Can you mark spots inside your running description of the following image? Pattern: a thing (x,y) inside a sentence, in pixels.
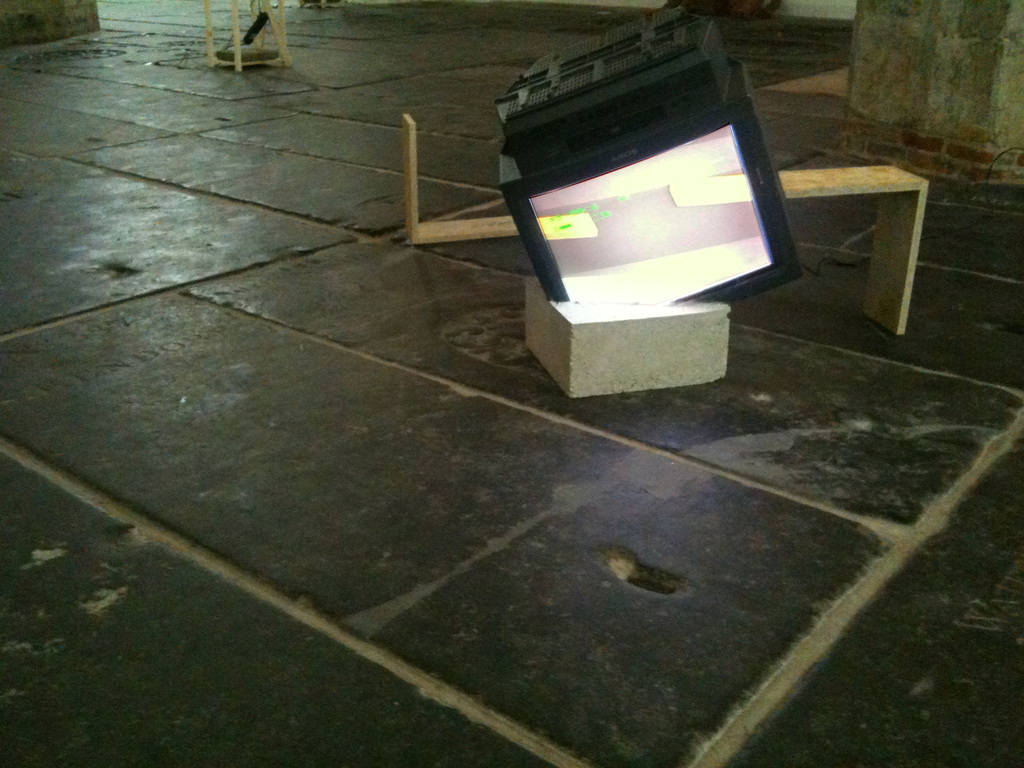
In this image there is a floor (597,435), on that floor (745,363) there is a box (618,363), on that box (593,310) there is a monitor (764,192), in the background (950,79) there are wooden sticks (405,140) and pillars (921,52).
